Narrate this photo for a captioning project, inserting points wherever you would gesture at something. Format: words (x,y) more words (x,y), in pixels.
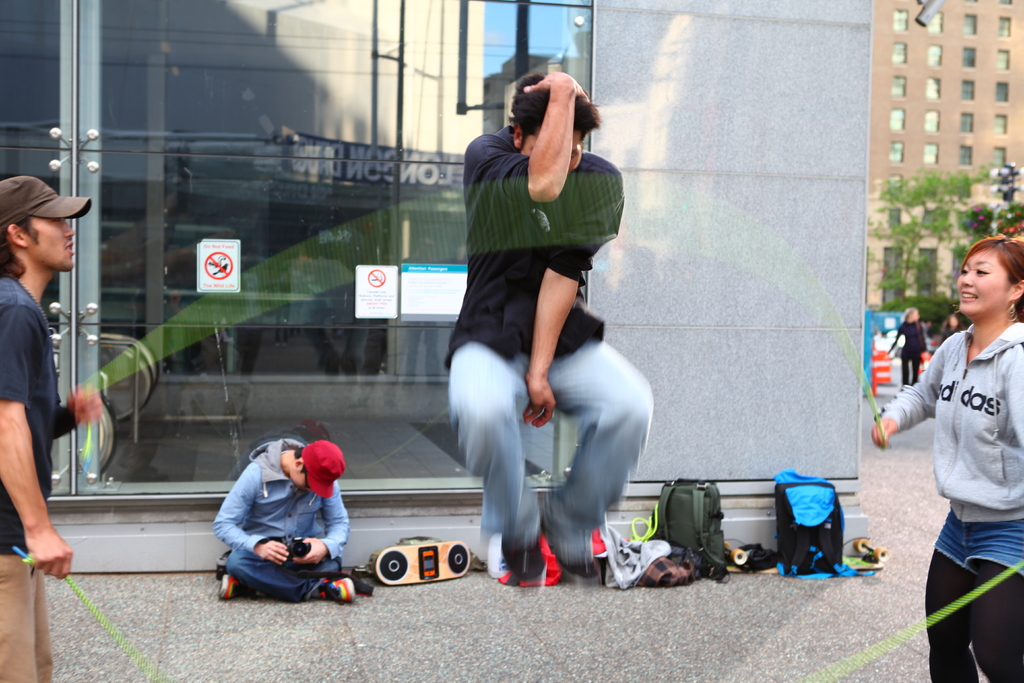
In the foreground (984,268) I can see a person (554,332) is jumping in the air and two persons (21,278) are holding a rope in hand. In the background (335,459) I can see a person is sitting on the road (393,587), some objects (657,558), bags (689,539), buildings (376,249), glass (289,216), boards (408,303), shops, windows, trees (923,223), light poles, stoppers (885,363), group of people (915,370) on the road (928,476) and the sky (502,44). This image is taken may be during a day.
